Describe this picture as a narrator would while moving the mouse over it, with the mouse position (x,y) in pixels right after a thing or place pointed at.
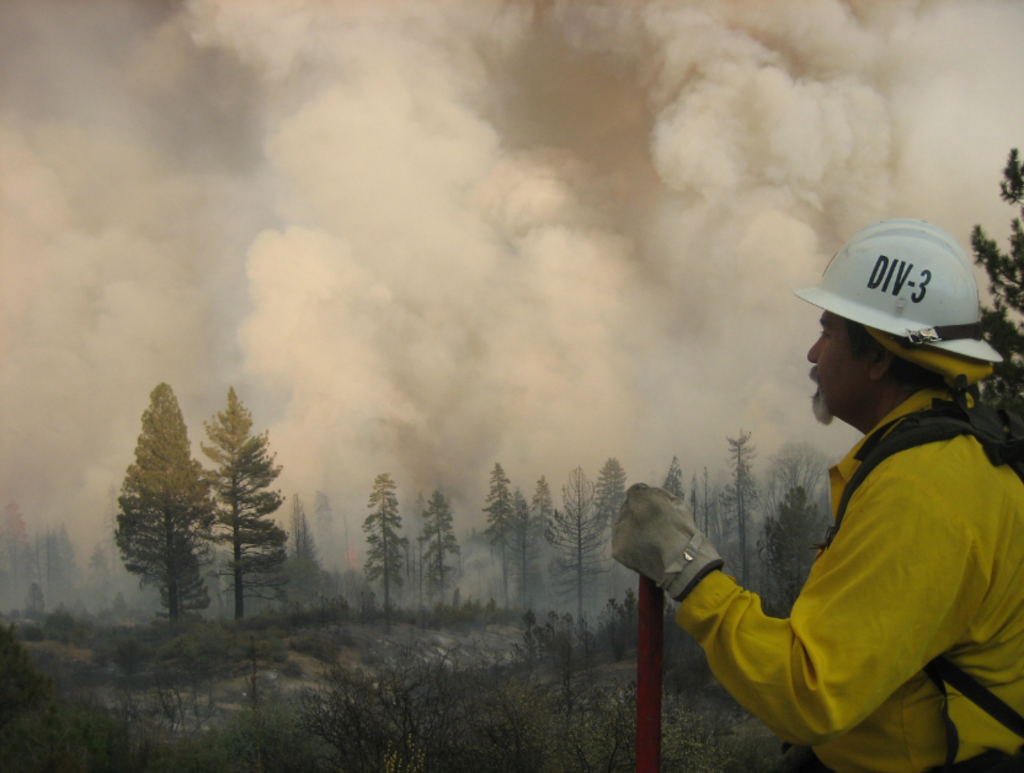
In this image, we can see some trees (180,590). There is a person (918,467) on the right side of the image (946,485) wearing a helmet (924,307) and holding a stick (648,589) with his hand (670,556). There is a smoke (563,123) in the sky (563,304).
